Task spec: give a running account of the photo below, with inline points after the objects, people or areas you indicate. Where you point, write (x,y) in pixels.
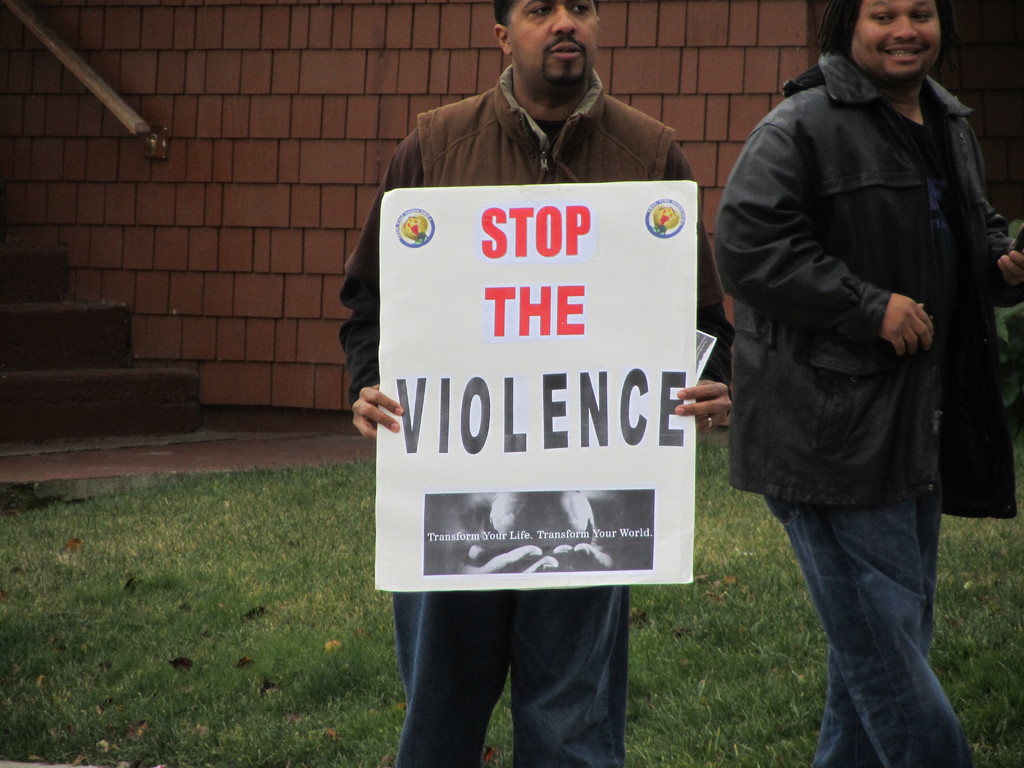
This picture is clicked outside. On the right (885,106) there is a person (865,165) wearing black color jacket (837,357) and seems to be walking on the ground (945,691). In the center (401,492) there is a man (556,159) holding a poster (426,427) on which the text (534,217) is printed, and standing on the ground (167,645). In the background (193,579) we can see the green grass (167,584), stairs (30,268), handrail (112,102) and a brick wall (313,263).
